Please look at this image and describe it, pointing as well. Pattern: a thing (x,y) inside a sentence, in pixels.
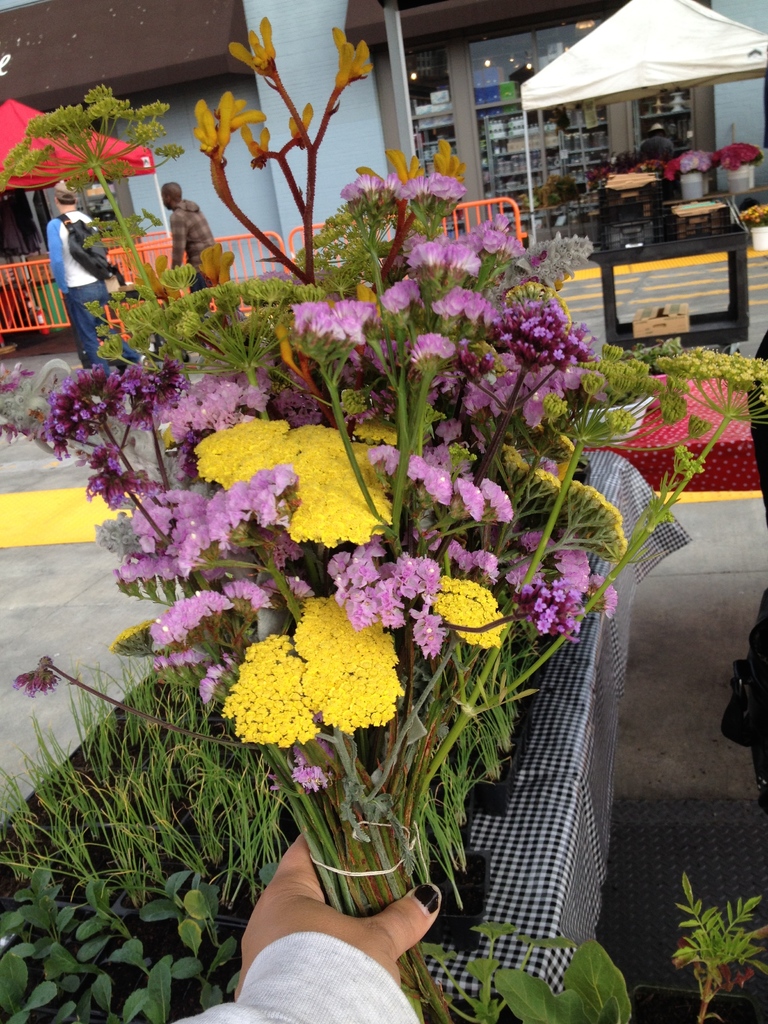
This image is taken outdoors. In the background (347,106) there is a building (318,114). There are two tents (670,55) and there are few objects (640,172). There is a railing (144,255). Two men (89,235) are standing on the floor (665,285). There is a table (743,315). In the middle of the image (434,370) there is a bouquet (392,478) in the hand (366,924) of a person (299,963). There is a table (545,866) with a tablecloth (542,887) and many plants (122,809) in the pots (230,917) on it.
